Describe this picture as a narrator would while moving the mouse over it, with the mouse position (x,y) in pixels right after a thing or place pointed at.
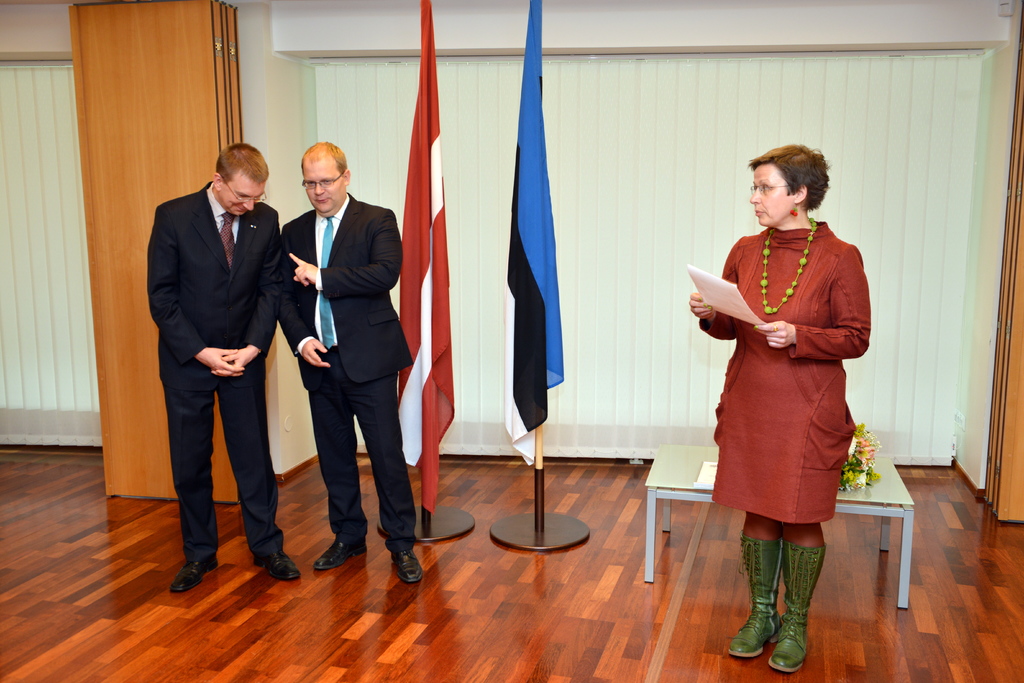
Here we can see two men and a woman (773,607) standing on the floor (617,630). They have spectacles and she is holding a paper (706,278) with her hands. This is a table (695,478). On the table (905,517) we can see a flower vase (853,469), and a paper (710,468). There are two flags (446,304). In the background (52,208) we can see curtains (44,322) and a wall (273,77).
